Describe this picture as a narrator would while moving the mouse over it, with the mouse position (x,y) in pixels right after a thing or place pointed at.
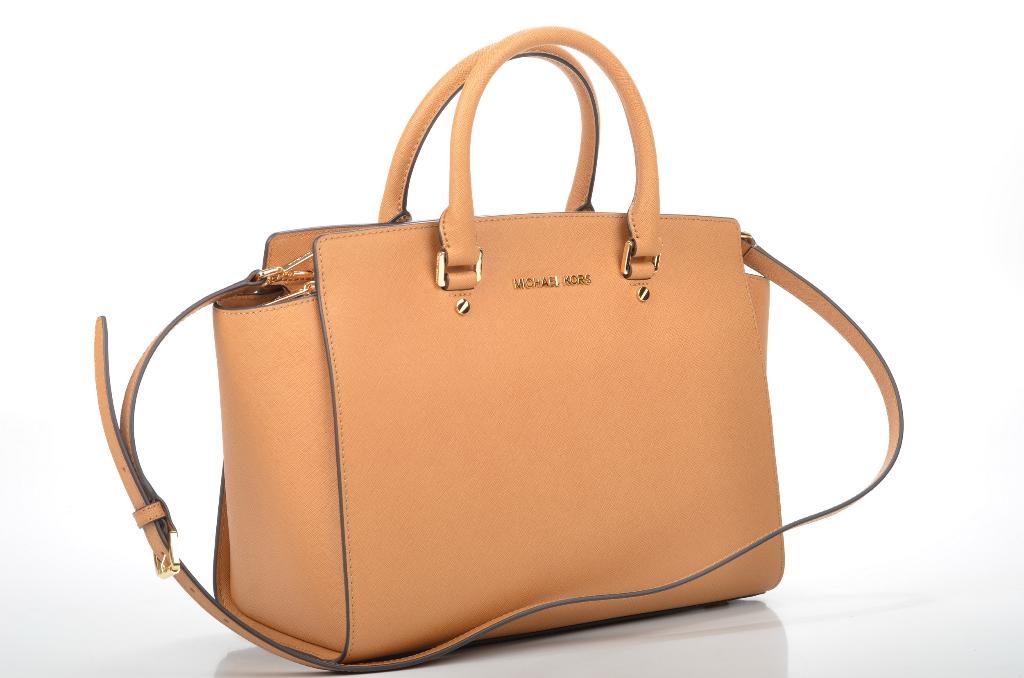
There is one bag (605,360) present in the picture it is in orange colour from Michael kors.
